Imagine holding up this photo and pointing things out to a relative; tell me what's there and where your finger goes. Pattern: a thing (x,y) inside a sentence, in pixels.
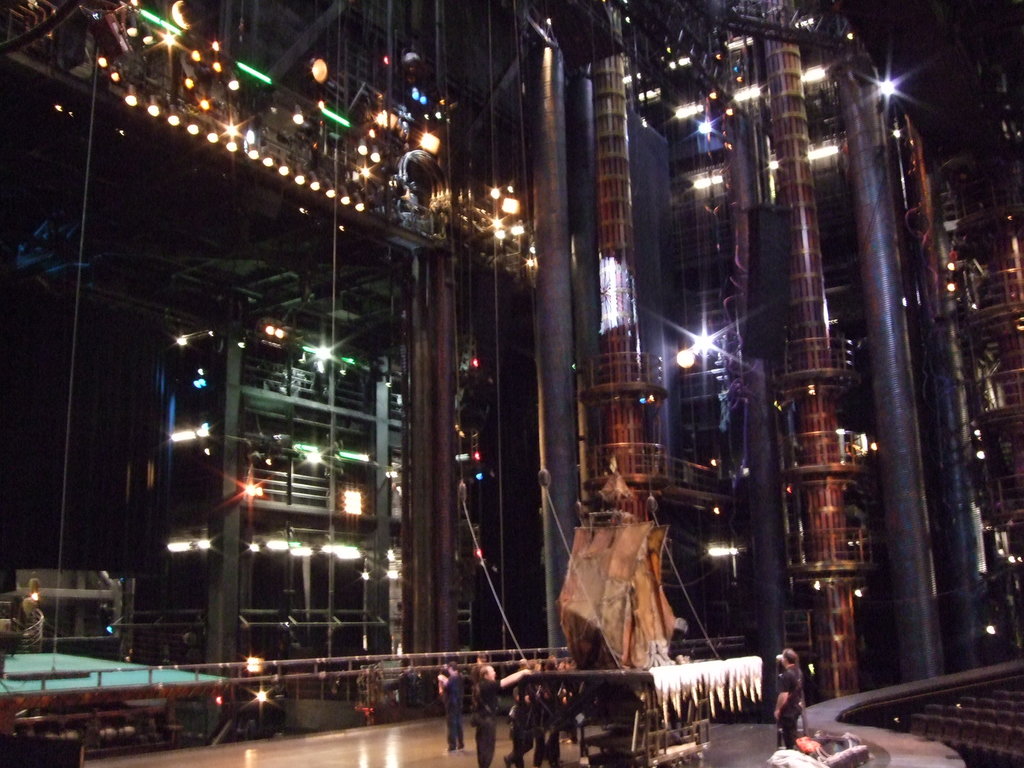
In this image in the center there are persons (531,691) standing. In the background (375,332) there are buildings (584,432).
